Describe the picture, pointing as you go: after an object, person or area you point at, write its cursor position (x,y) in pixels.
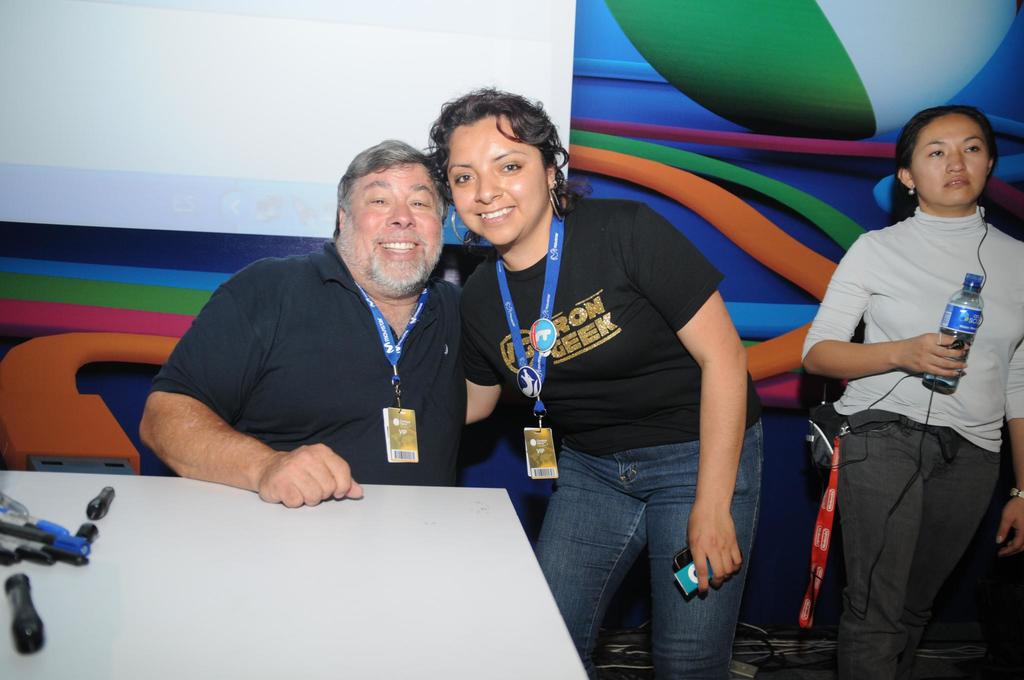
This is inside a room (804,122). There are three persons (622,561) in the picture. In the right (913,432) one lady (984,370) wearing white t-shirt (968,390) is holding a bottle (962,301). Beside her two persons (560,356) are wearing black t-shirts (599,370). They are wearing blue card holder (538,356) on their neck (388,308). Both of them are smiling. In front of them there is a white table (215,602). On the table (135,609) there are few markers (46,553). On the left top (52,123) there is a white screen (214,152). On the background (800,71) there is a colorful wallpaper (787,181).
